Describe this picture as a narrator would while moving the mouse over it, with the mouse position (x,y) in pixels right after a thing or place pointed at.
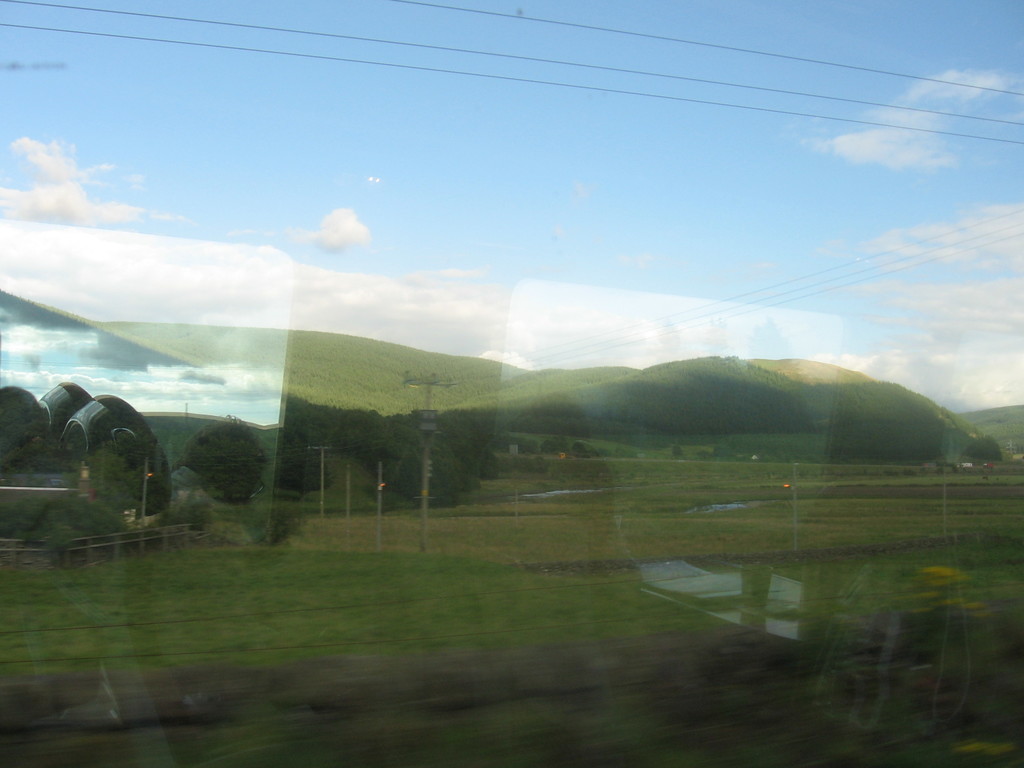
In this picture we can see a glass (596,620) in the front (586,610), from the glass (494,623) we can see grass (396,605), trees (351,427), poles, wires (748,51) and the sky (534,98).
